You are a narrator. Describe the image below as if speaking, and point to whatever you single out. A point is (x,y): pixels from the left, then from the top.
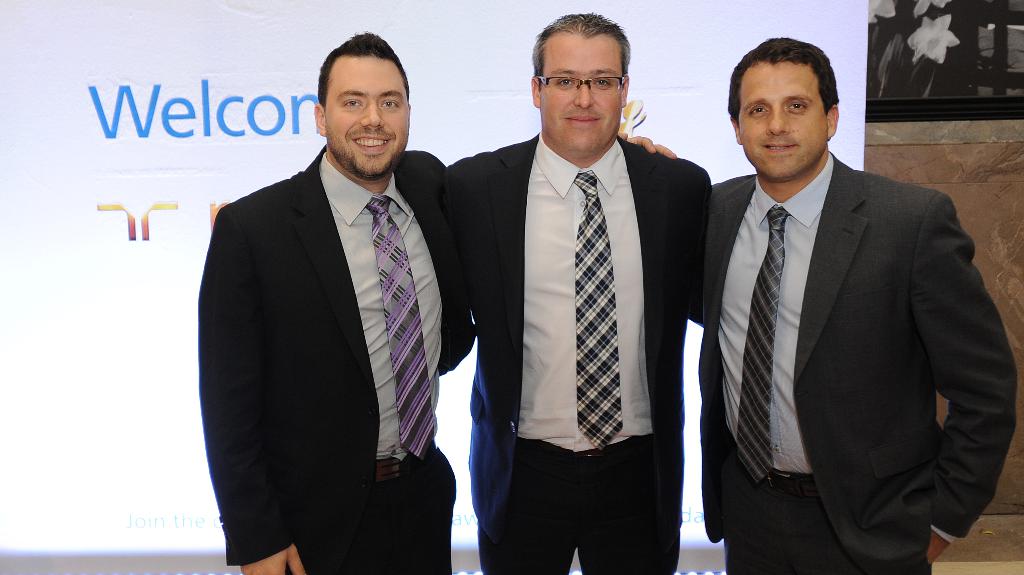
In this image we can see three men (618,345) standing. On the backside (714,181) we can see a display screen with some text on it and a wall (971,208).
